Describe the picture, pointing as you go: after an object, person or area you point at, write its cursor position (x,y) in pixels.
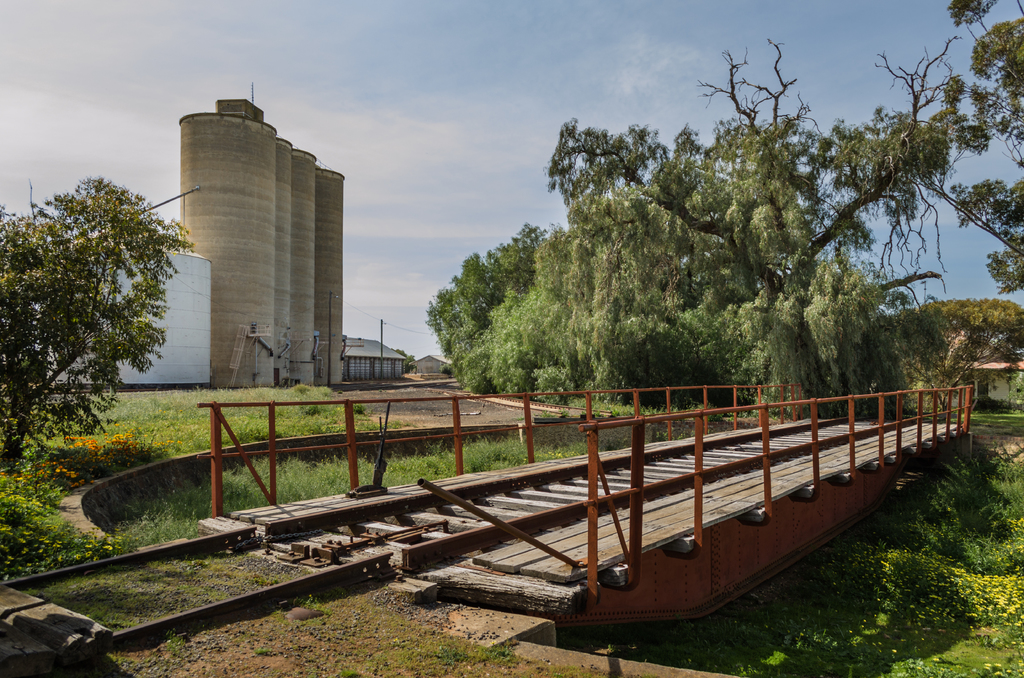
We can see bridge (596,424), grass (612,411), plants (10,459), flowers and trees (698,284). In the background (350,319) we can see containers (271,234), shed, poles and sky (494,95).
